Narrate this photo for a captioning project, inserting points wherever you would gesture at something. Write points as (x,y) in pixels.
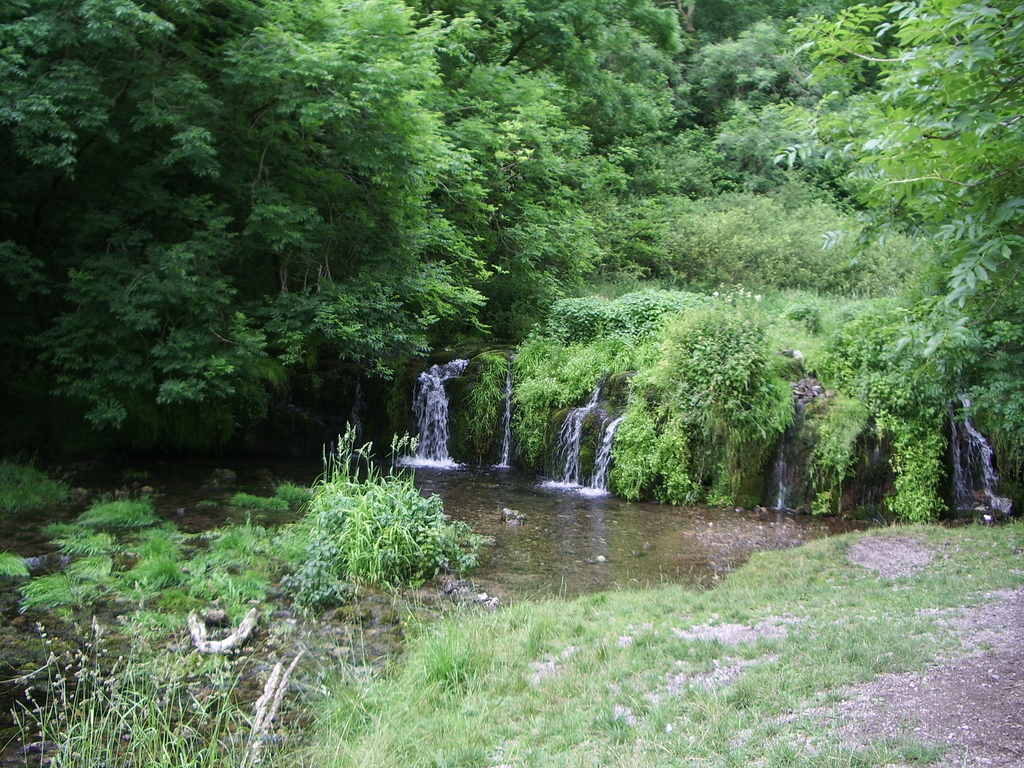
In the image we can see waterfalls (600,460), grass (645,659), plant (368,539) and trees (427,136).
